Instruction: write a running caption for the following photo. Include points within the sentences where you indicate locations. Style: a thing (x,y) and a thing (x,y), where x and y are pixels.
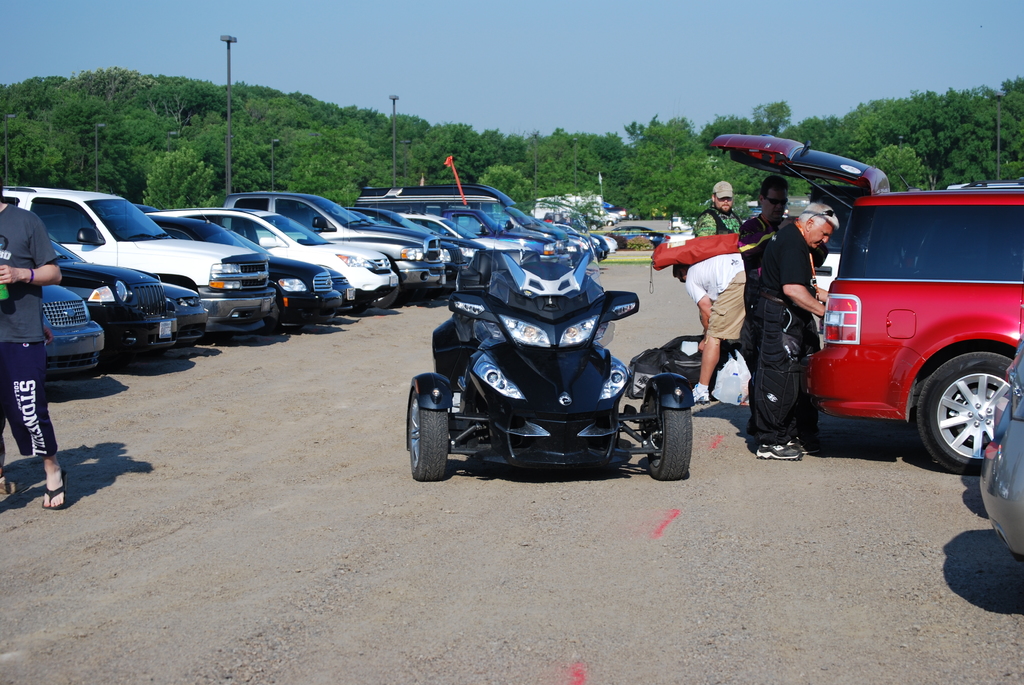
In this image, we can see the vehicles (958,450) and people (19,387) on the path (609,565). On the left side of the image (10,299), we can see a person (11,272) holding an object (5,287). On the right side of the image (732,400), we can see few objects (716,383) on the path (722,420). In the background (605,236), there are trees (685,188), light poles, vehicles (86,193) and the sky (483,57).
